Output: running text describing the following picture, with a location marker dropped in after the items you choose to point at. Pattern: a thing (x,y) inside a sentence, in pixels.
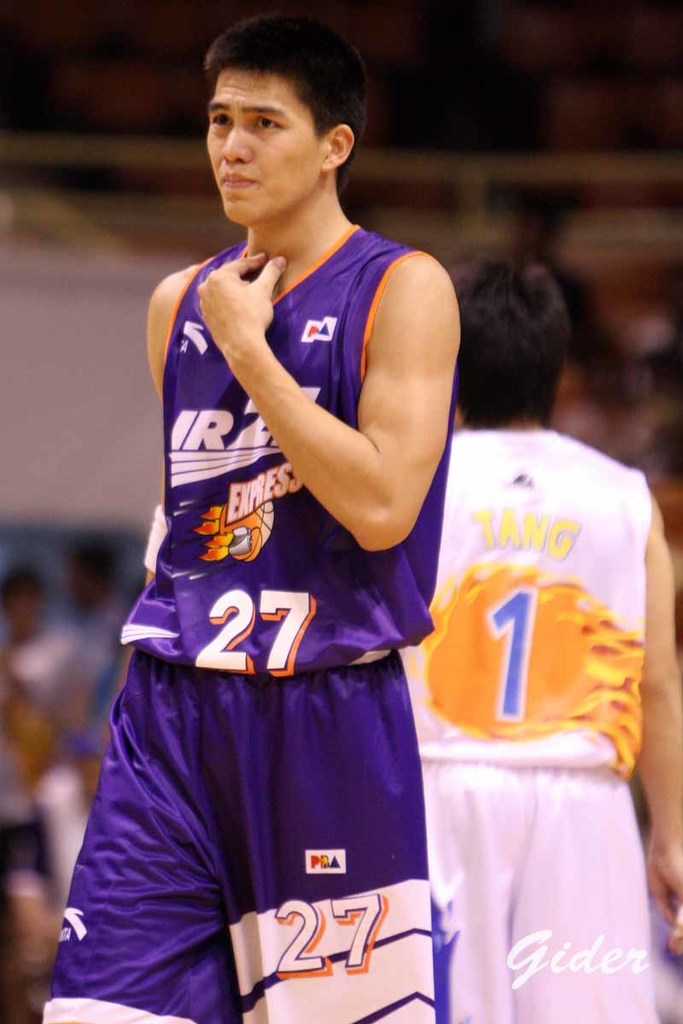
In this image there is a person (284,740) walking. He is wearing a blue top (278,596). Right side (497,603) there is a person (516,698) standing. Background (29,737) is blurry.
